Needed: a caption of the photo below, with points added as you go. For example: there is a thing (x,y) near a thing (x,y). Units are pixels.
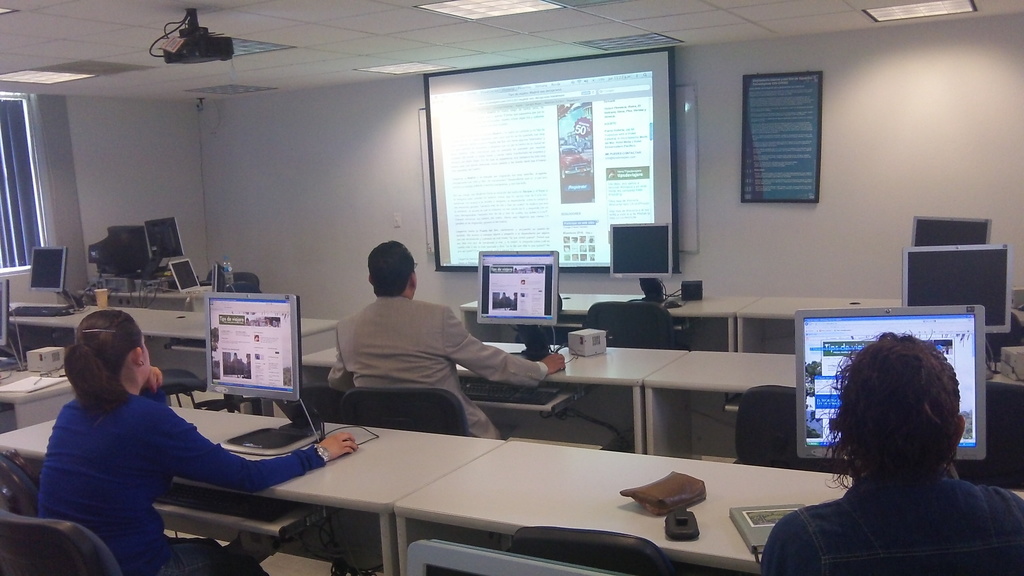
I can see three people (368,335) sitting on the chairs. This is a desk (385,467) with two monitors (815,402), note book (756,509), mobile phone (680,524) and few other things (677,494) on it. This looks like a keyboard (503,397) under the desk (408,472). This is a projector (211,48) attached to the rooftop (221,28). This is the screen (540,168). I can see a frame (799,152) attached to the wall (849,150). These are few monitors (141,273) placed on the desk (155,298). This is the curtain (16,160) hanging to the hanger (17,92). These are the ceiling lights (492,10) attached to the rooftop (787,22).
